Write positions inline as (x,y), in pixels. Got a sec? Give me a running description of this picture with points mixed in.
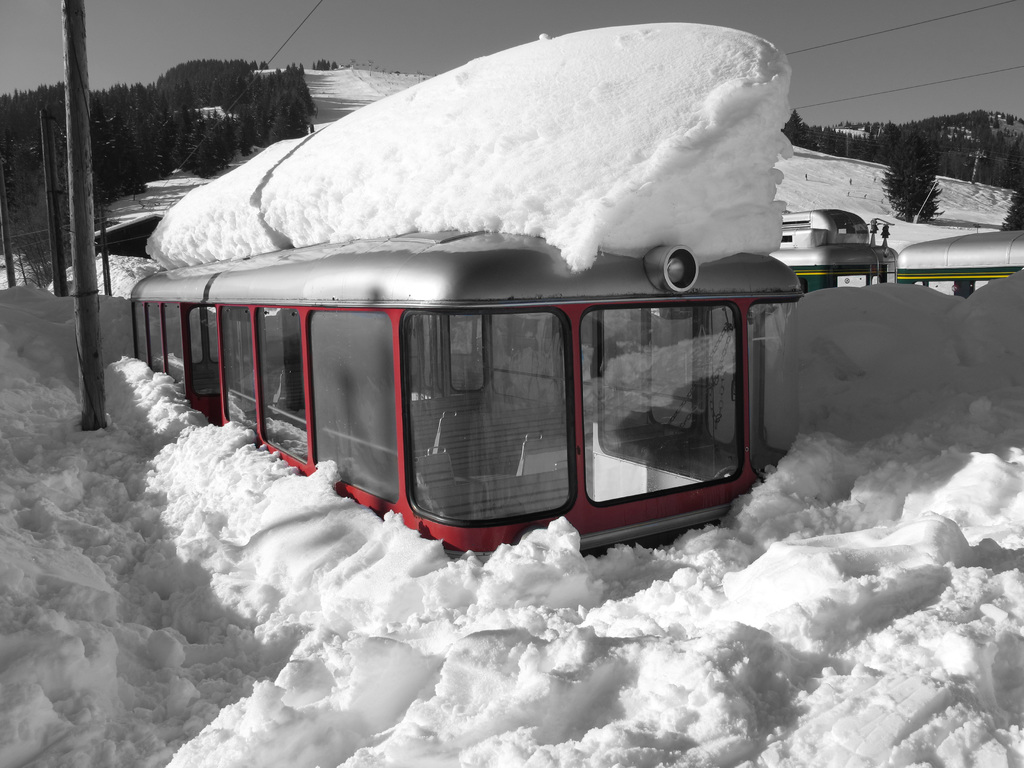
In the foreground of the picture (361,224) there are vehicle (200,294), pole (92,268) and snow (769,519). In the center of the picture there are trees (897,182), poles (7,171), vehicles (924,245) and snow (343,155). At the top (309,28) it is sky (843,49) and there are cables (856,36) also.
